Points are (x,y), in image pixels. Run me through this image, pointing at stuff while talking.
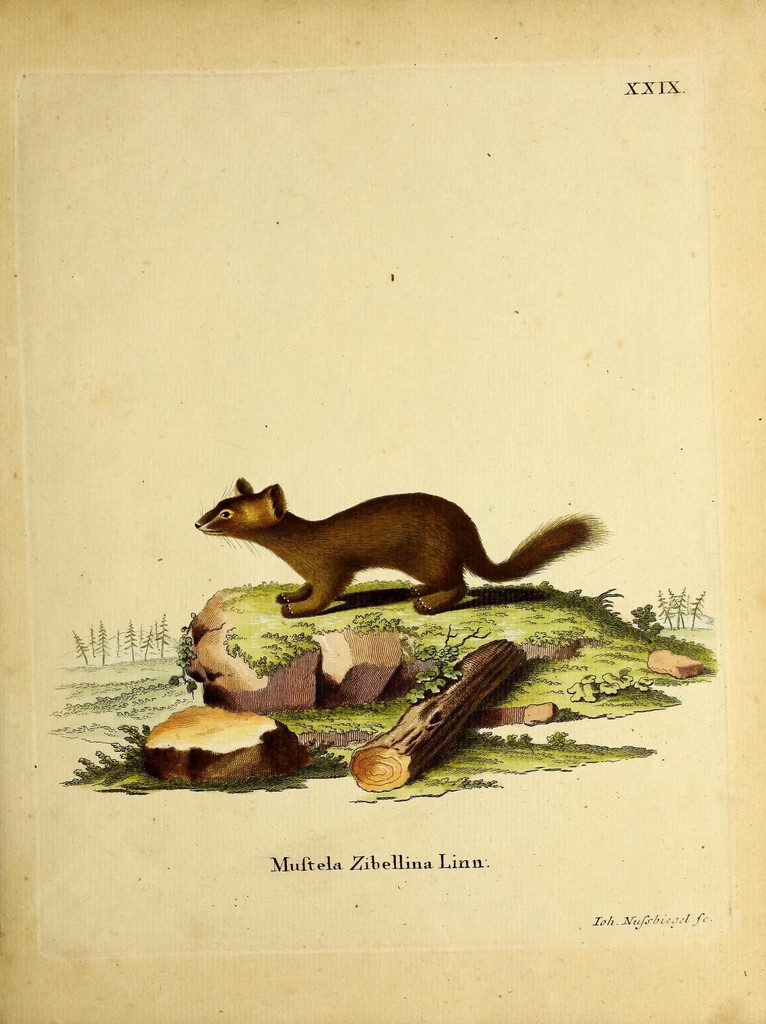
In this picture we can observe a sketch (333,546) of an animal (298,534) which is in brown color. This animal (302,590) is on the land (327,609). We can observe rocks (323,661) and wooden log (450,711). The background (550,448) is in cream color. We can observe black color words (358,863) in this picture.
